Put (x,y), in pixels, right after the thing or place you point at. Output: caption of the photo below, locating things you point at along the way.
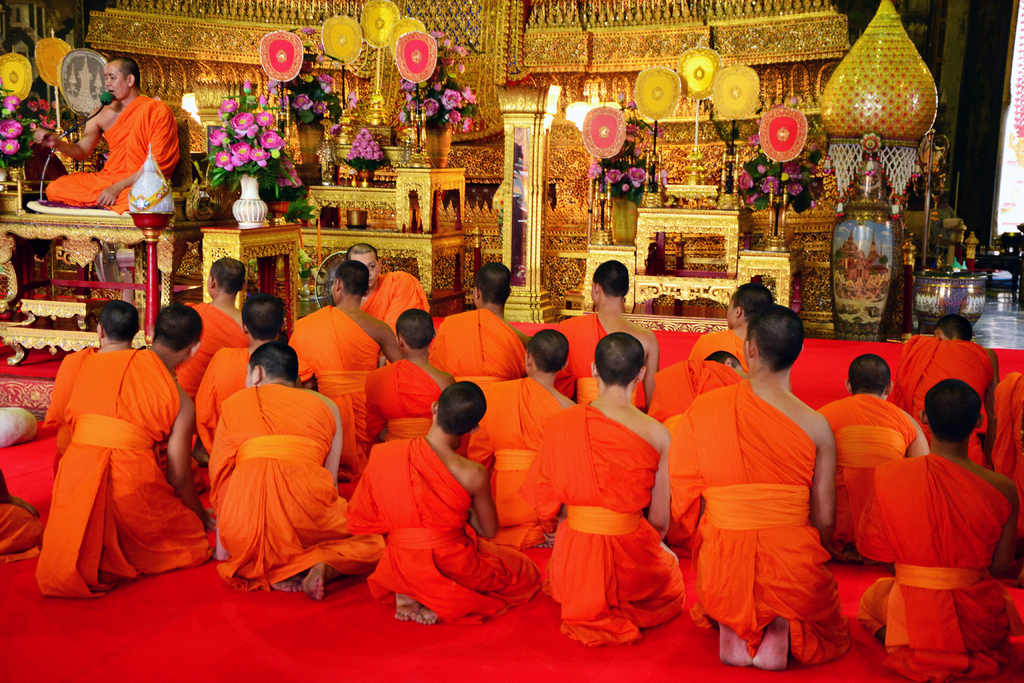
I think this picture is taken in a temple (351,575). At the bottom (178,528), there are men (803,607) wearing orange clothes (744,463). On the top left (109,164), there is another man (154,110) sitting on the table (95,232). Before him, there is a mike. On the top (293,114), there are golden tables (426,170) with flower vases (430,122) on it.
